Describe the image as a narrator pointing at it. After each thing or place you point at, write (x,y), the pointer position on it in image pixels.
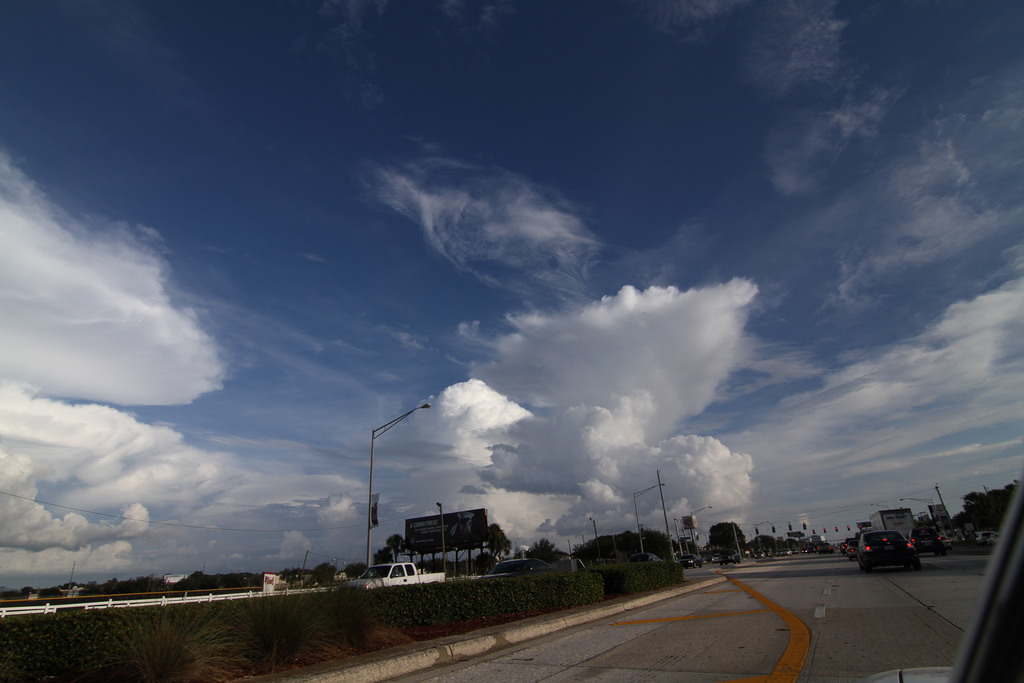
This is a picture taken from inside a vehicle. On the right side (897,531) there are few vehicles (872,561) on the road (817,605). Beside the road (801,618) there are many plants (667,577) and light poles (637,511). In the background (660,548), I can see few buildings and trees (636,534). At the top of the image (451,137) I can see the sky (445,156) and clouds (668,393).
